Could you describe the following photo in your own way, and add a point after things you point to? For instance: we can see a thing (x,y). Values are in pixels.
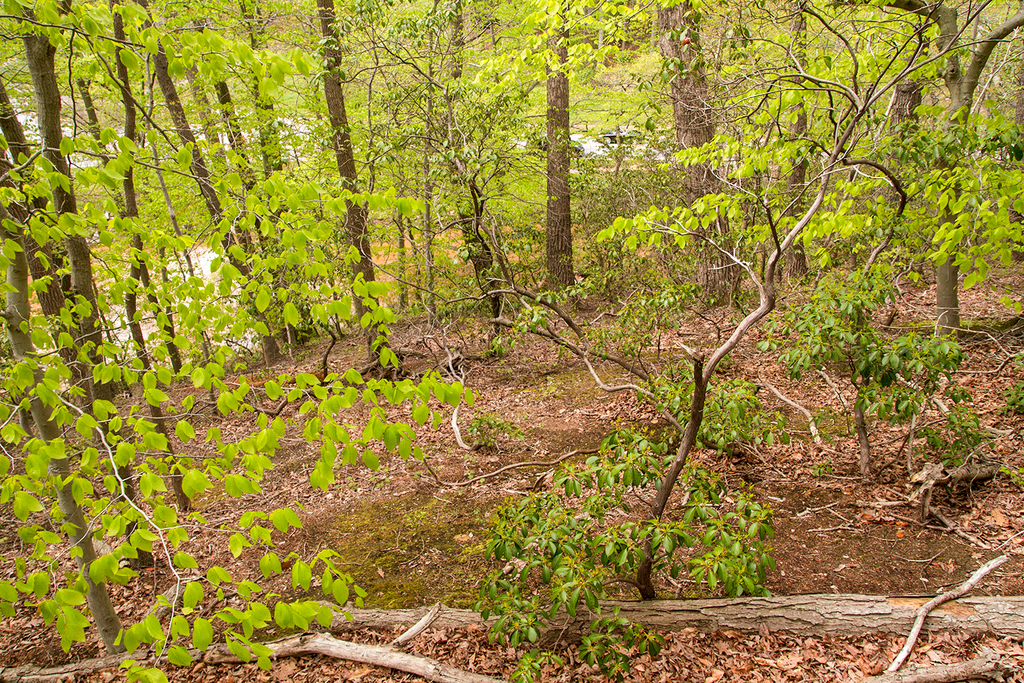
In this picture we can see some trees (416,234), at the bottom (395,536) there is some grass (438,543) and some leaves (750,667).
